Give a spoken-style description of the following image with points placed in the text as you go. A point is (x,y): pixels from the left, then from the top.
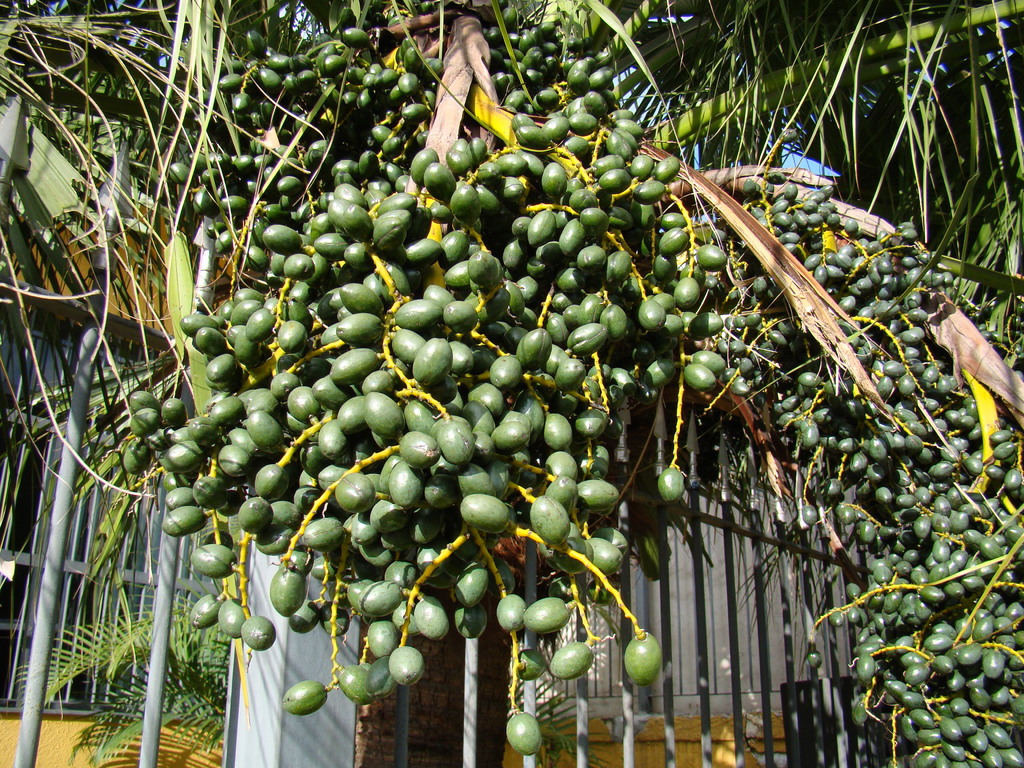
In this image, we can see some green color objects (558,438), we can see some leaves (91,139) and we can see the fence (755,601).
